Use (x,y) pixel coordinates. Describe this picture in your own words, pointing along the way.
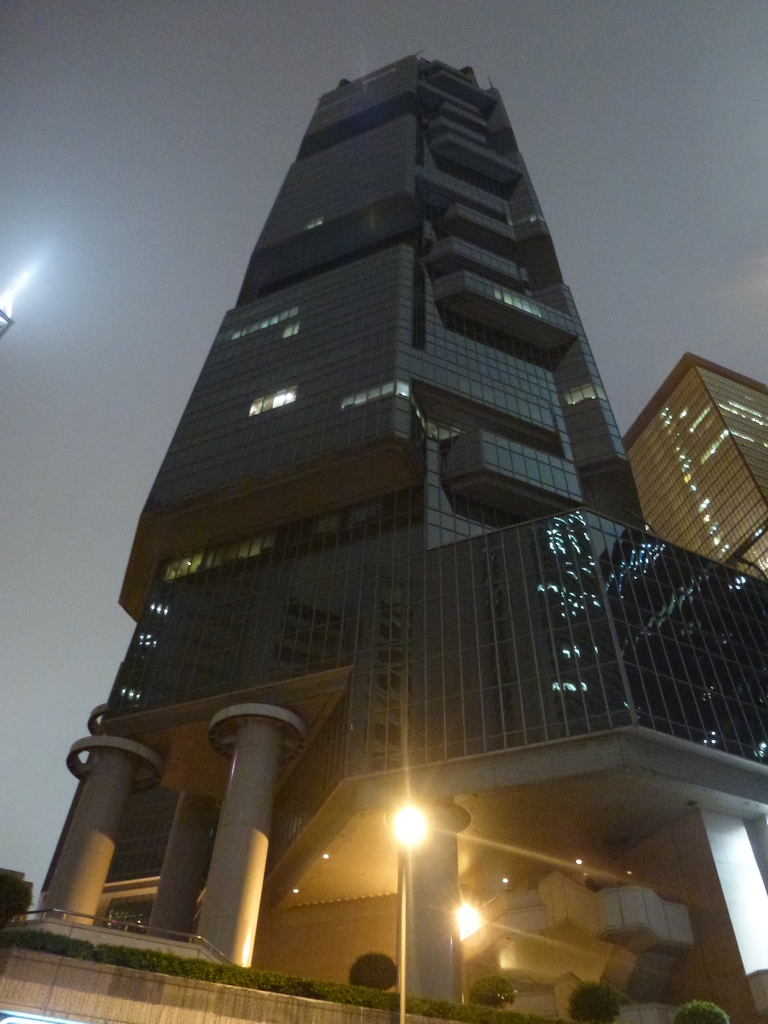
In this picture, we can see a few glass buildings (537,826), pillars (416,969), lights (403,973), trees (372,975), plants (387,983), and the sky (139,354).
